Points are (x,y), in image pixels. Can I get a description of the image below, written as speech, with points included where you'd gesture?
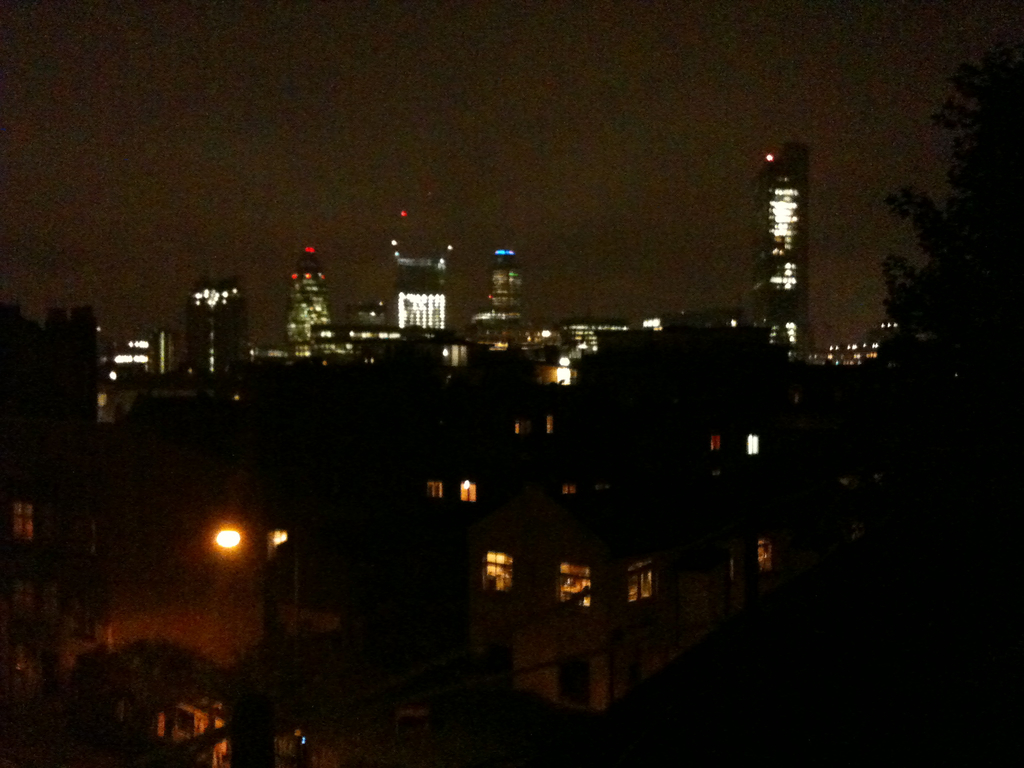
This image is taken outdoors. This image is a little dark. At the top of the image (534,168) there is the sky (785,95). In the middle of the image (475,333) there are many buildings (357,311) and houses (732,347). There are few lights (130,360). On the right side of the image (957,255) there is a tree (976,250).
